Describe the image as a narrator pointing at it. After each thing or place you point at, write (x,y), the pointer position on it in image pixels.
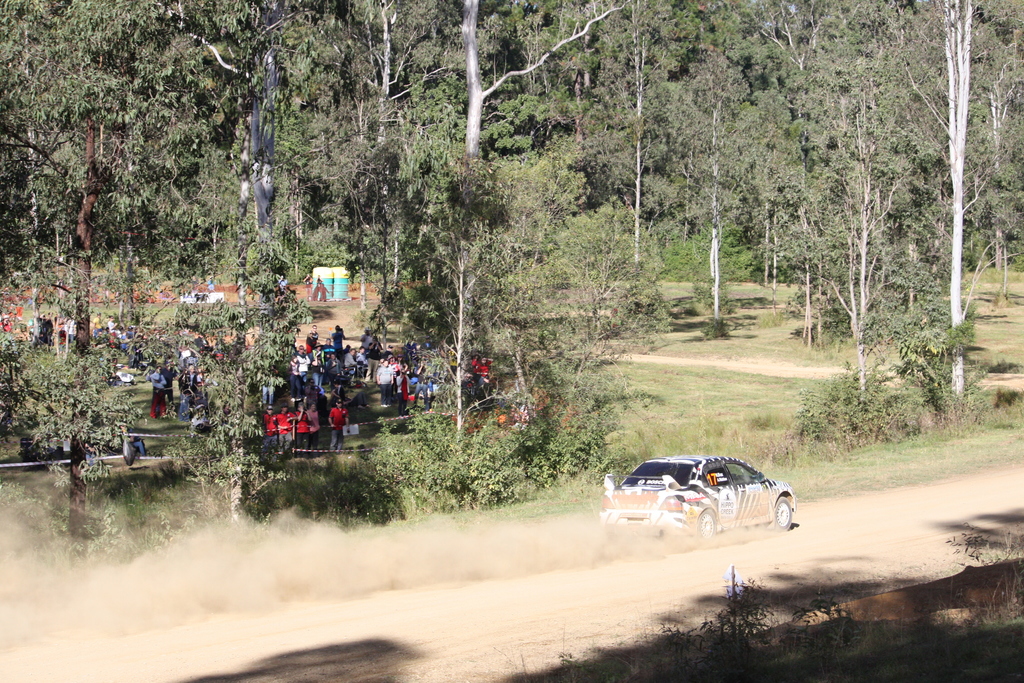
At the top of the image (569,158) we can see trees (436,182). At the bottom of the image (781,464) we can see crowd (341,403), ground (818,377), grass (337,510), plants (369,509), motor vehicle (713,491) and sand (408,602).
